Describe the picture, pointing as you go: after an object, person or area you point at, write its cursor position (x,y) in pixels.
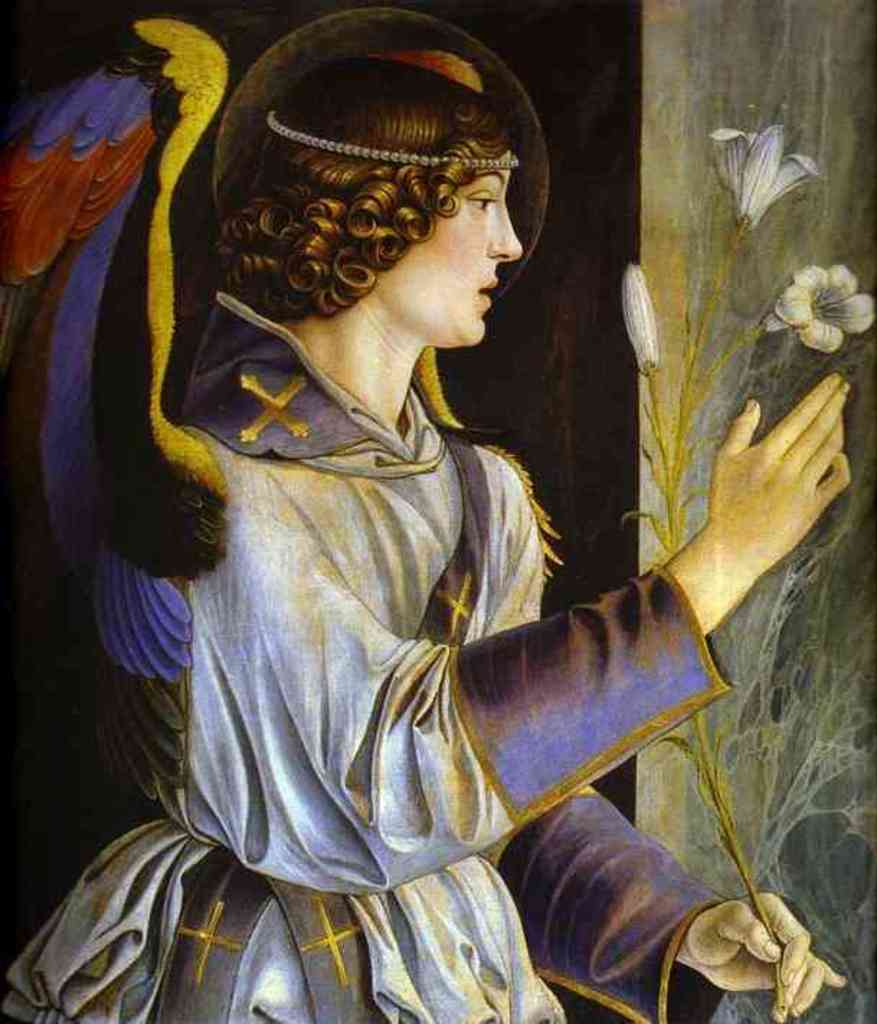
In this picture we can see a painting (635,151), in this painting (499,346) we can see a person (545,748) and flowers (638,284).
